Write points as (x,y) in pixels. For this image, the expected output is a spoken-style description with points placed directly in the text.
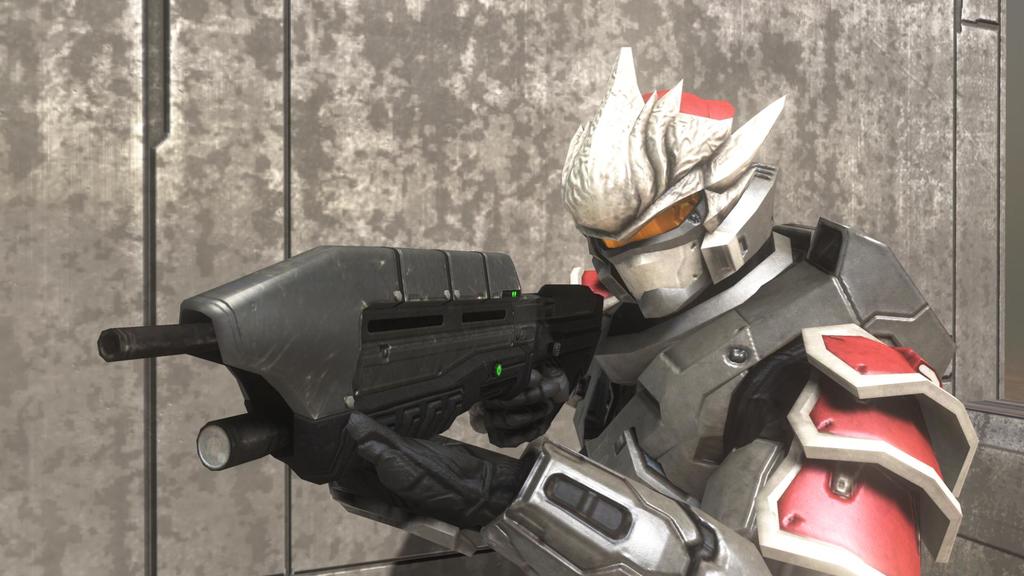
In the picture I can see an animated character (754,483) who is holding a gun (432,425) in hands (536,399). In the background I can see a wall (750,32).
